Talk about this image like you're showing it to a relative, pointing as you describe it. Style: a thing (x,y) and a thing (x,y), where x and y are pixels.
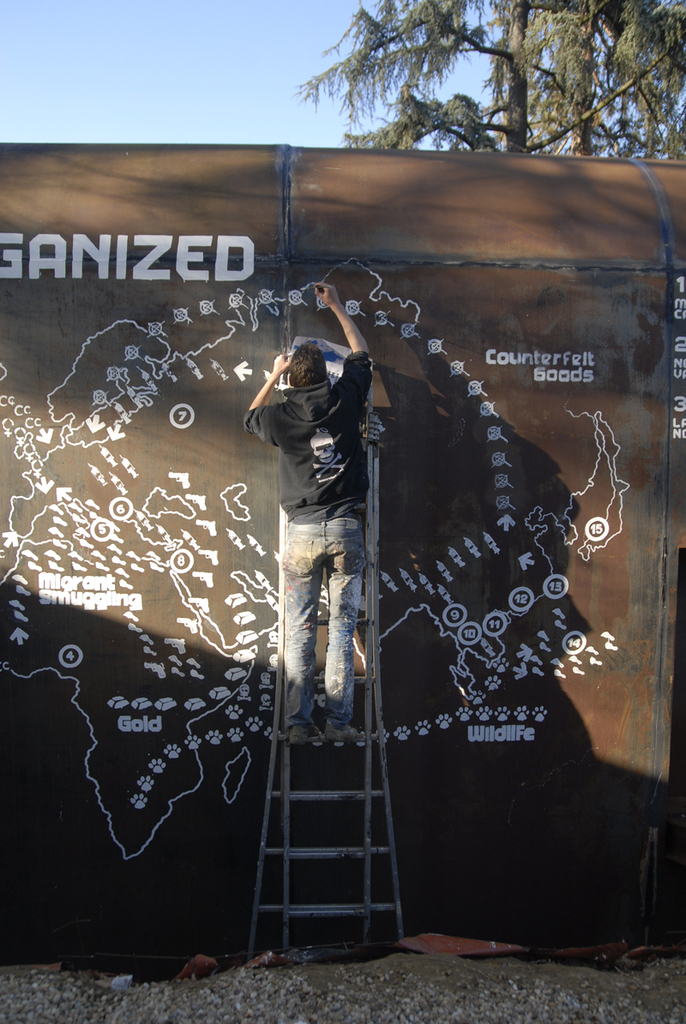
In this picture I can see a person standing on the ladder (374,506) and painting, this looks like a wall (380,348), there are symbols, numbers (609,524), words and a map (360,308) on the wall (273,202), there are trees (678,10), and in the background (215,83) there is sky (190,87).
